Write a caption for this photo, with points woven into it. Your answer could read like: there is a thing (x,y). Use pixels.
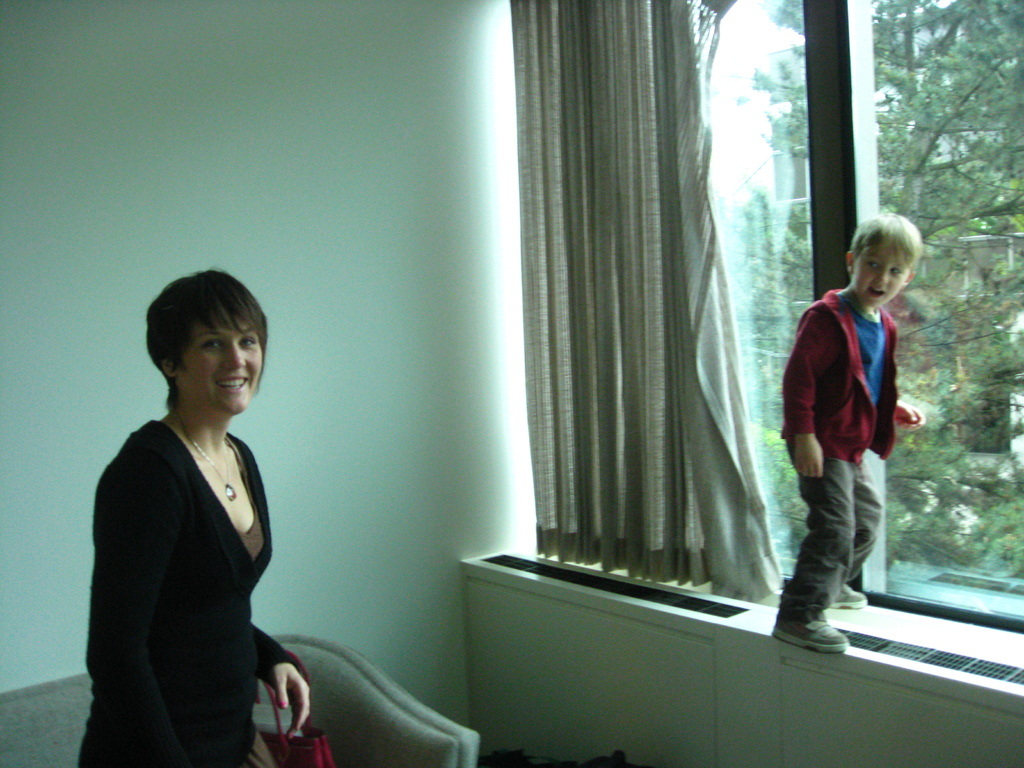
In this image we can see a woman (249,326) smiling and holding a bag (302,747). We can also see a boy (839,394) standing on the counter (852,610). There is also a glass window (785,318) and a curtain (663,186) and through the glass window (929,199) we can see the trees (982,399). The image also consists of a sofa (339,723) and a plain wall (348,374).
